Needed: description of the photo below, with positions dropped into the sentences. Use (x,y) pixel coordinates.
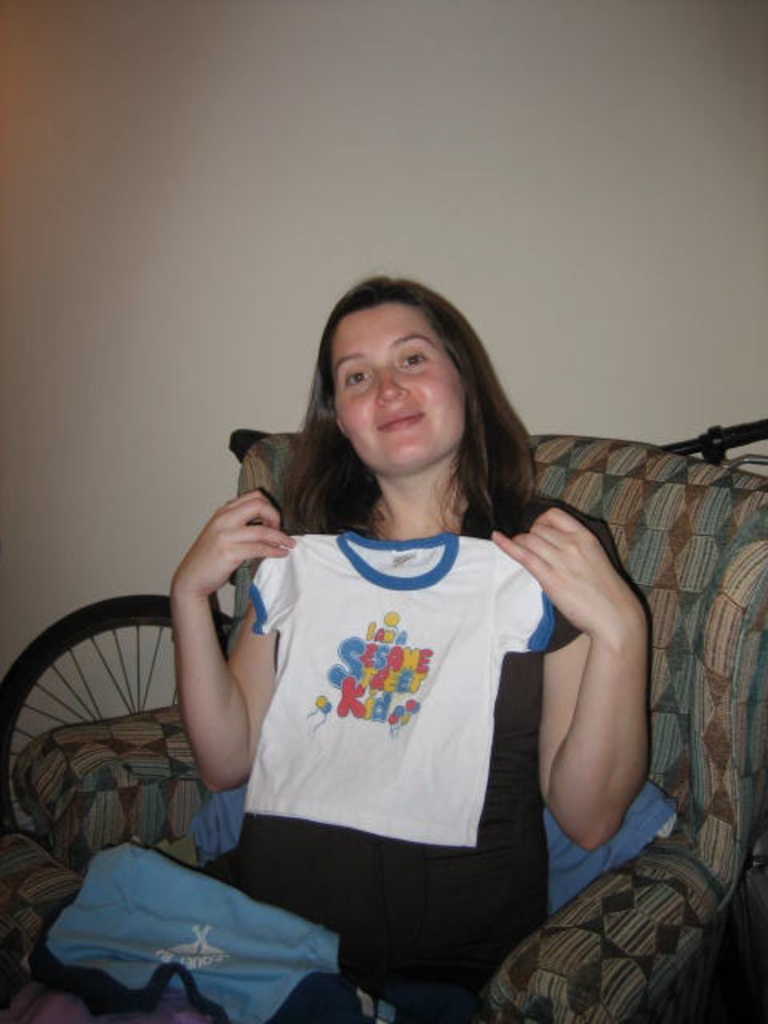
In this image I can see the person (346,964) sitting on the couch (623,462) and the person (359,966) is holding the white color shirt (345,777) and the wall (194,226) is in white color.
